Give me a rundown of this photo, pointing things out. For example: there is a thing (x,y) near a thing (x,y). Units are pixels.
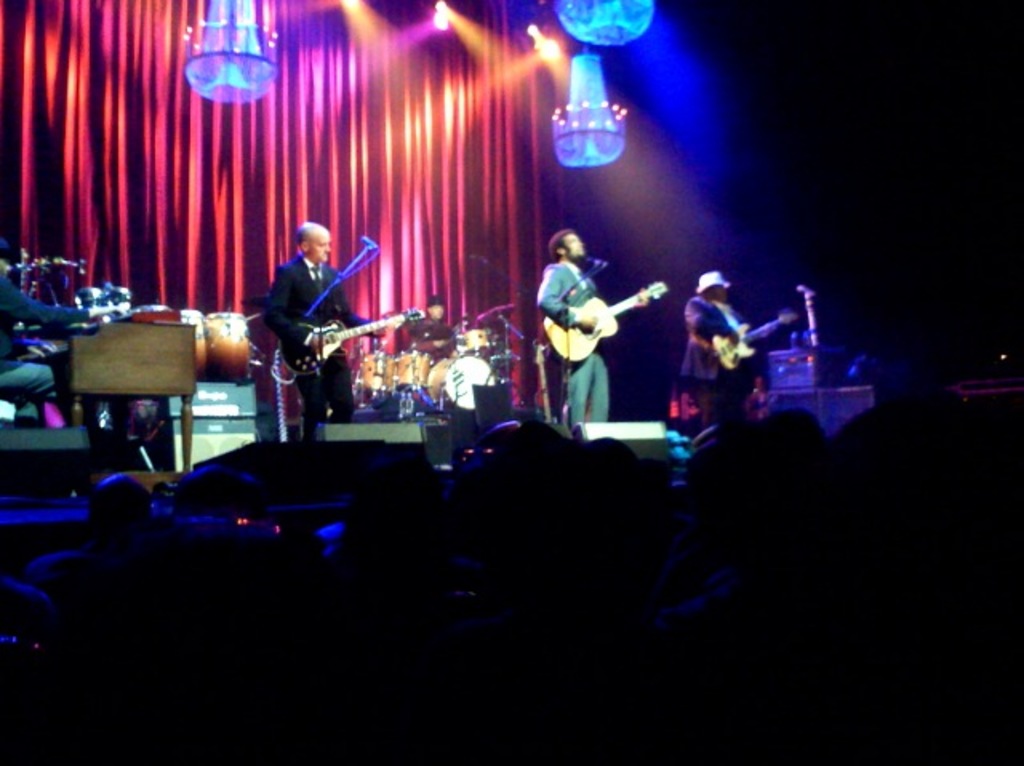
In this image there are group of people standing and playing a guitar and the background (345,148) there is chandelier (242,68), curtain (391,271), another person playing drums (372,386).
